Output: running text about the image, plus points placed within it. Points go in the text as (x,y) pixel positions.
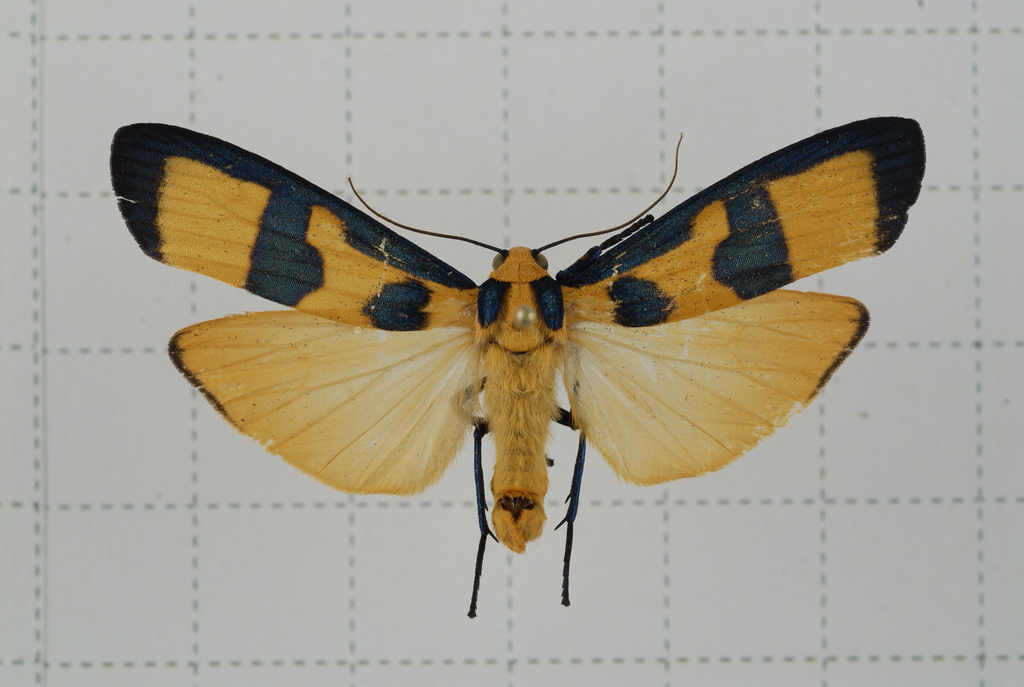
Here we can see an insect (541,379). In the background (58,180) there are lines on an object (60,603).
